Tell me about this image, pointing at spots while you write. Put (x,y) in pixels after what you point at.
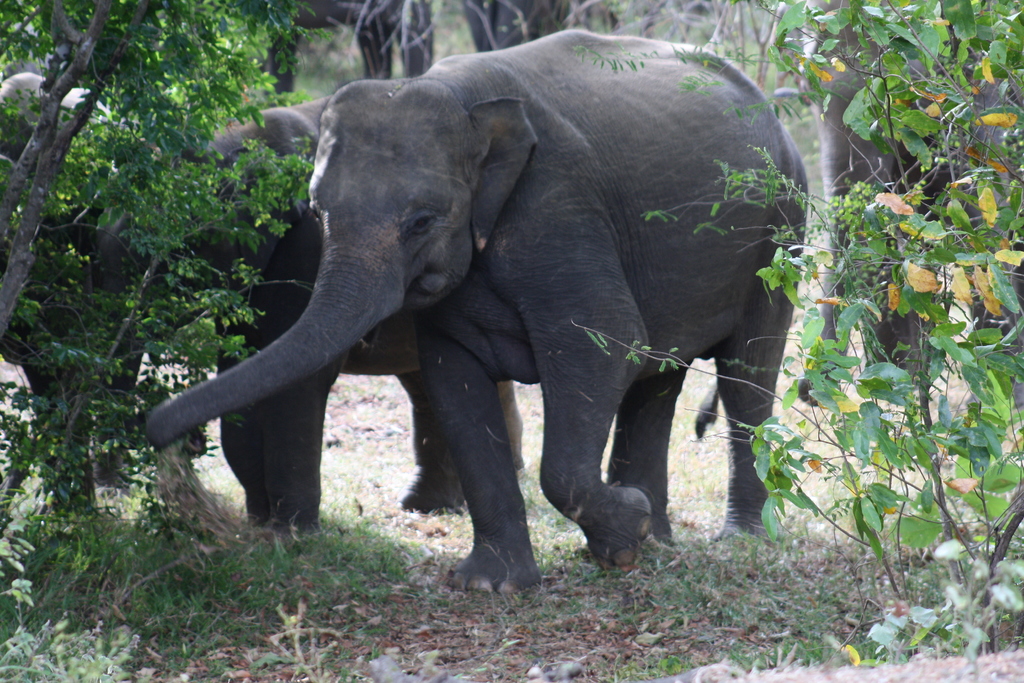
In this picture we can see elephants (633,416) on the ground (609,434) and in the background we can see trees (866,463).
